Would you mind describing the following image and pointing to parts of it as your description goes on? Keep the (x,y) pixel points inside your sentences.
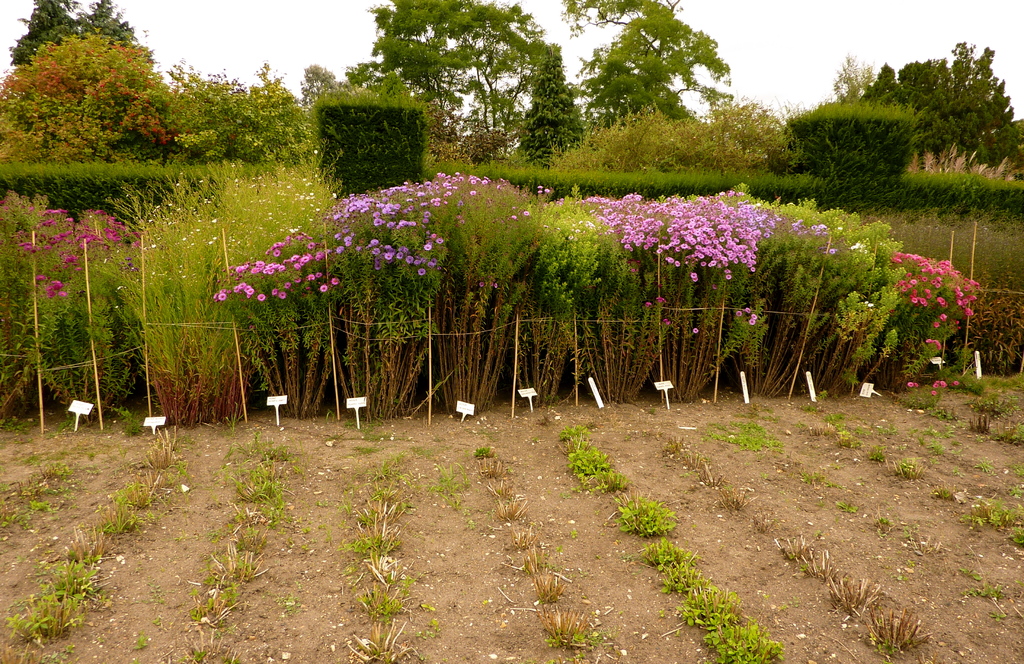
In this image we can see group of flowers (721,258) on plants (915,386). In the foreground (84,414) we can see some sticks (41,384) and boards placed on the ground (511,451). In the background (35,129), we can see a group of trees (647,112) and the sky (823,36).
